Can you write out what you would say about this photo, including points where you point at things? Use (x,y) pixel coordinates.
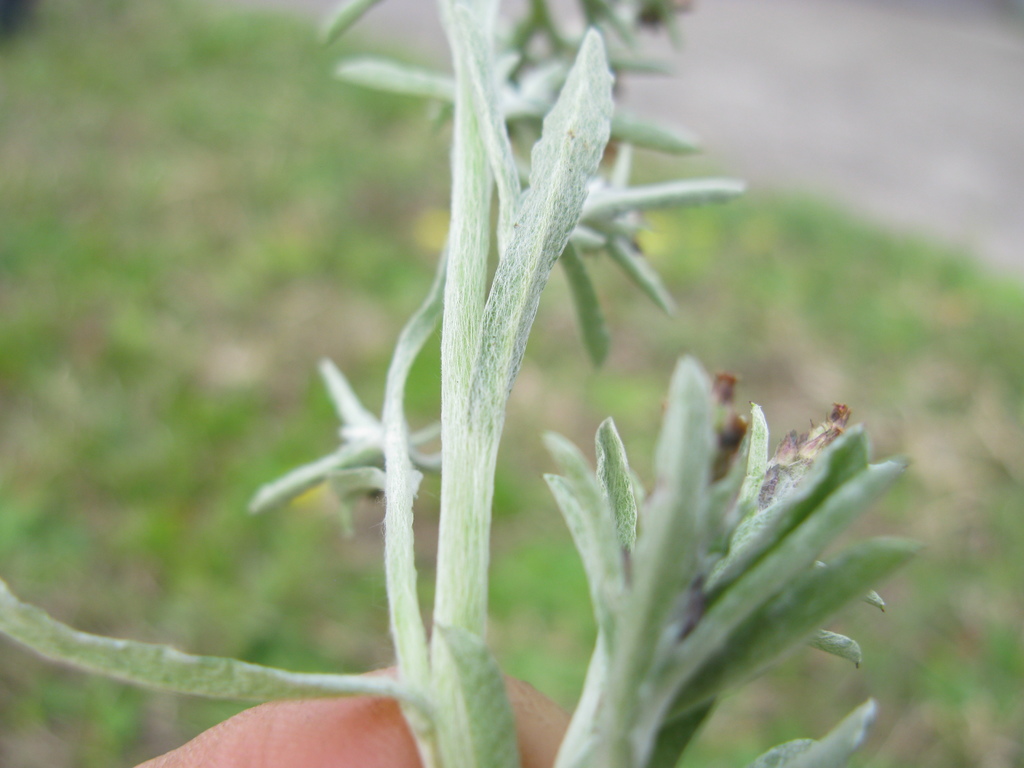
In this image there is a person's finger (402,718) towards the bottom of the image (272,741), there is a plant (472,52), there is grass (611,320), there is road (761,142) towards the top of the image (854,85), the background of the image (872,119) is blurred.
